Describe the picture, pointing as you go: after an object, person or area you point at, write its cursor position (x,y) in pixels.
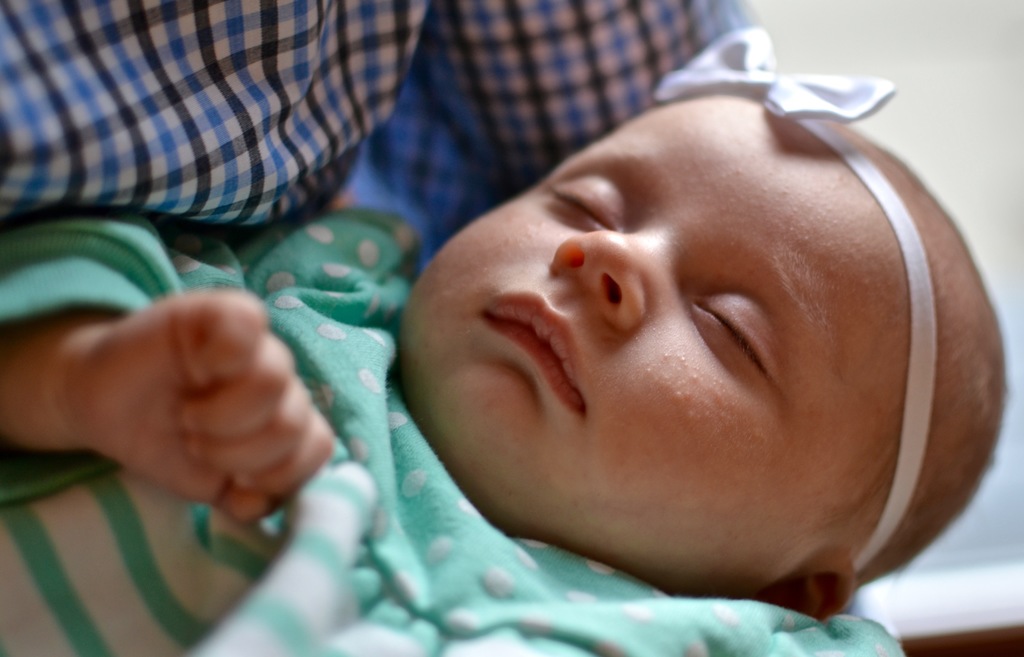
In this image we can see one baby (857,201) with white Hair Band (776,97) sleeping, it looks like a person (70,107) near the baby (770,242) truncated, one white object (899,574) on the bottom right side of the image (932,594) and there is a wall (1002,159) in the background (1005,92).
